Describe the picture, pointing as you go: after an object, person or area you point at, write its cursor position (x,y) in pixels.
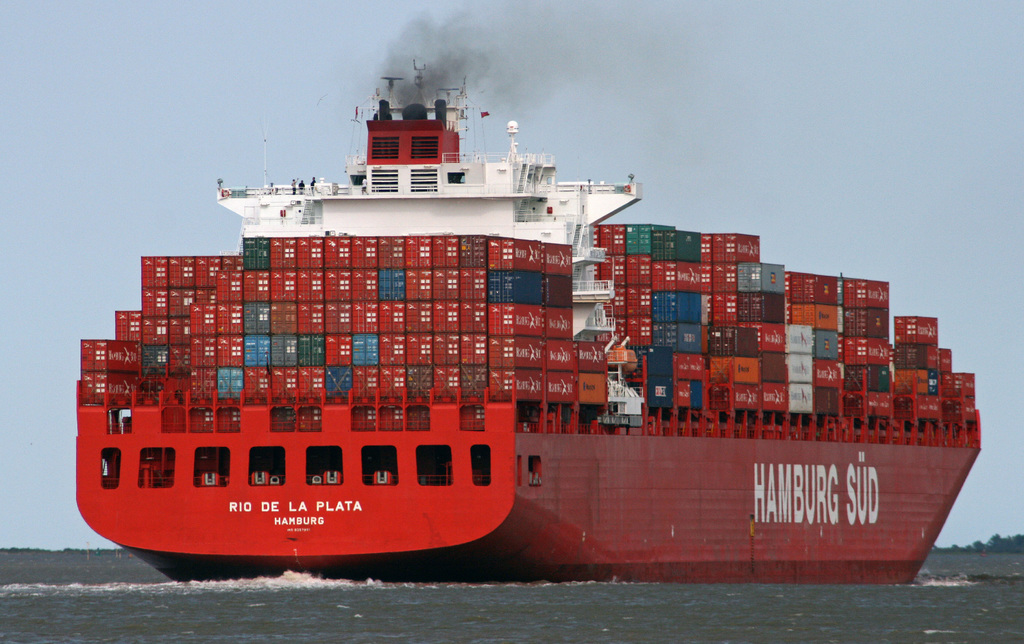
As we can see in the image there is water (403,620) and boat (450,413). On boat (646,366) there are boxes (361,299) and few people (304,186). At the top (643,36) there is sky (242,41).
